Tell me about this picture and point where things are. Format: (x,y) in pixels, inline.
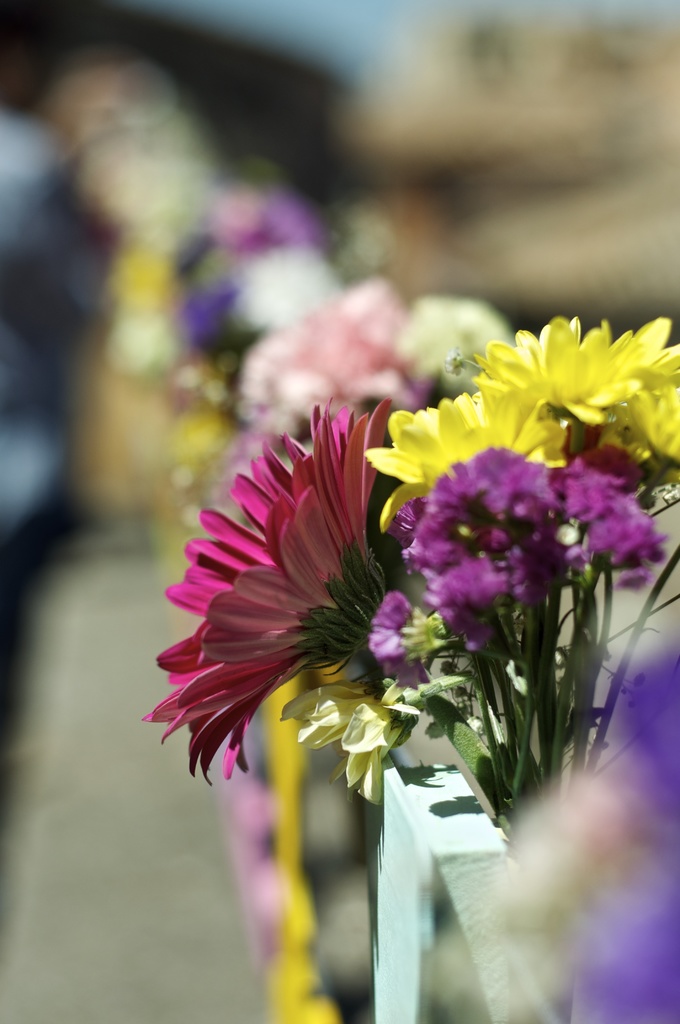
In this image we can see some flowers (251,395), and the background (44,800) is blurred.
